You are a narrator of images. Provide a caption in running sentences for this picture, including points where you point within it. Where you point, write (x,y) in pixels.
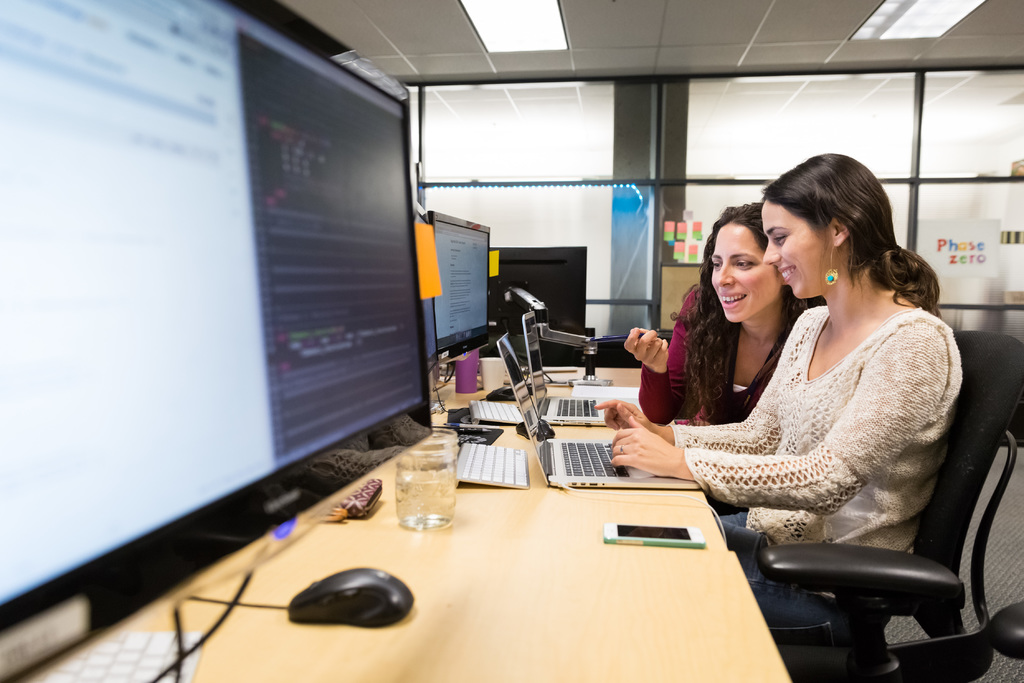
On the left hand side (231,328), there is a monitor (266,435), mouse (352,585), keyboard (129,673), glass (402,477) and a pouch (344,509) on a table (342,645). On the right hand side of the image (873,198), there are two women (769,217) sitting and laughing. One of them is typing on a laptop (581,447) which is on the table (556,493). In the background (532,141), there is a window (588,122) made up with glass (587,130), a roof (577,54) and light (535,21).
